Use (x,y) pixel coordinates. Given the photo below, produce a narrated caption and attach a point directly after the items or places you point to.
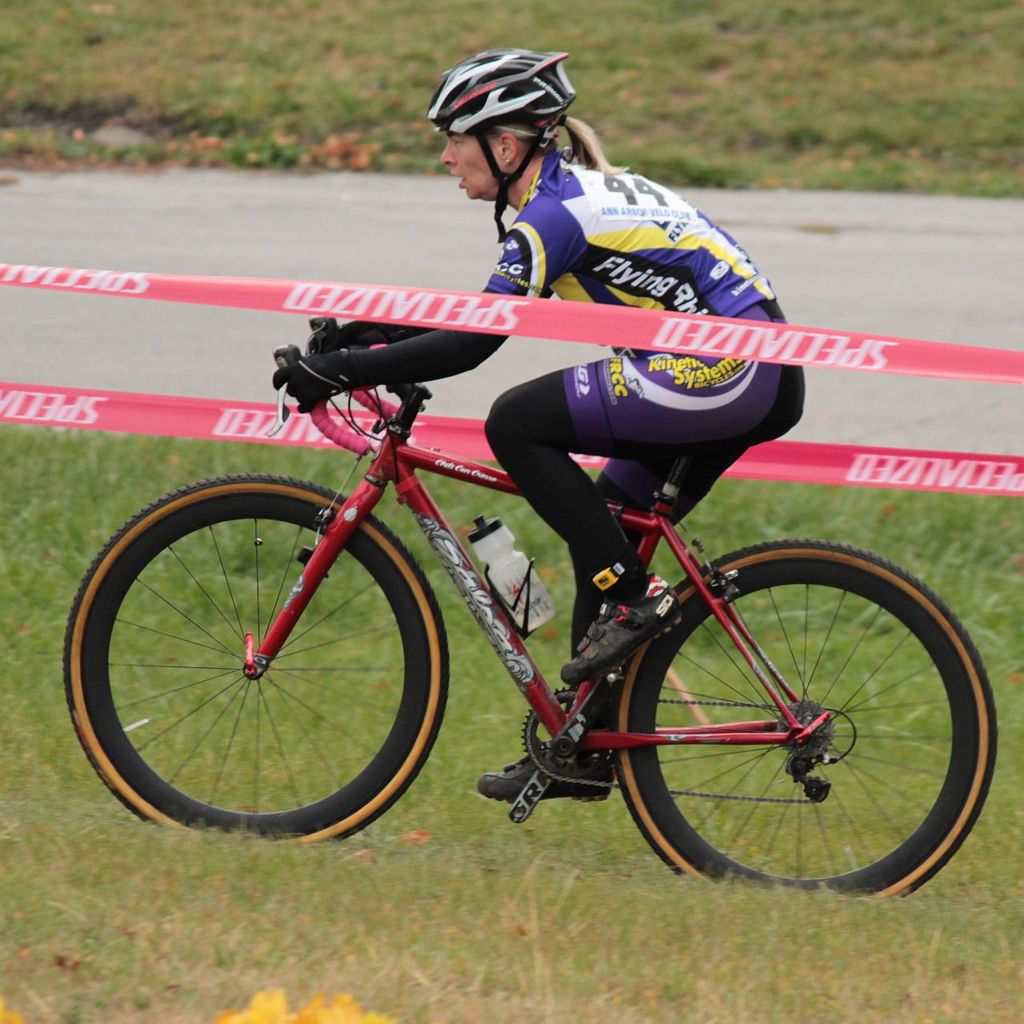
In this picture we can observe a person (595,450) cycling a bicycle (525,626). We can observe red color ribbons (319,307) on either sides of the red color bicycle (394,537). We can observe a person (362,343) is wearing helmet (503,99) on their head (459,158). There is some grass (399,837) on the ground (213,798).
